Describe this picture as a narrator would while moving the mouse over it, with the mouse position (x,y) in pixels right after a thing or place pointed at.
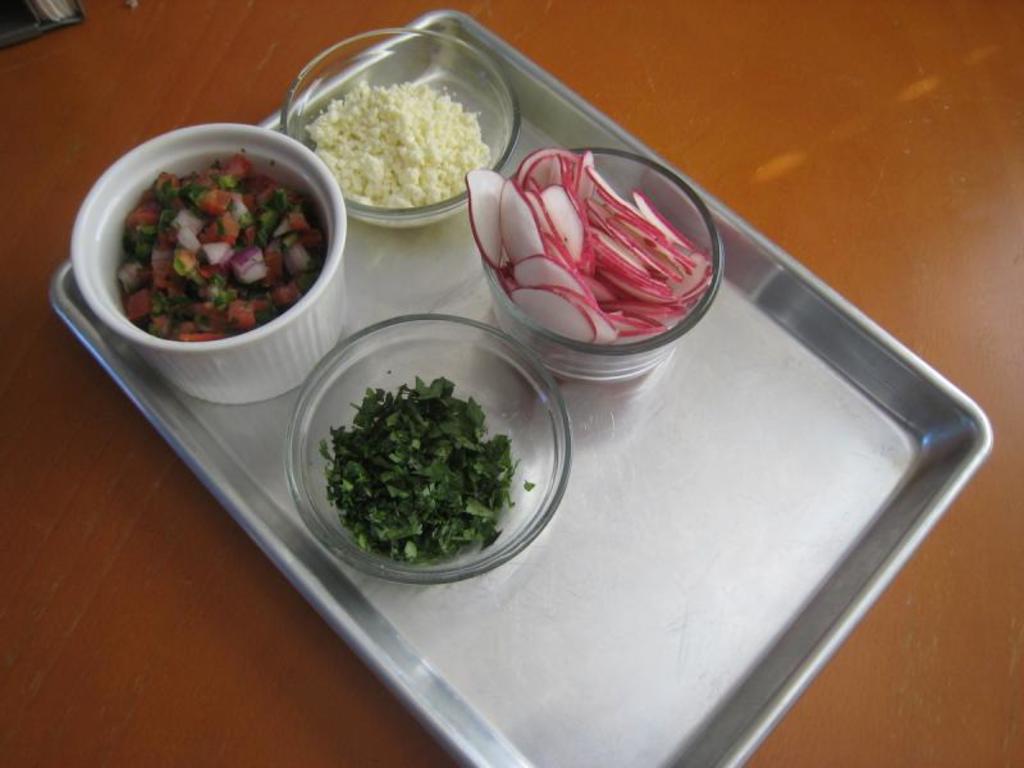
In this image there is a metal tray (637,543) in the middle (681,505). In the tray (651,561) there are four bowls (558,424) in which there is some food (442,432). The tray (391,277) is on the surface (140,547).
